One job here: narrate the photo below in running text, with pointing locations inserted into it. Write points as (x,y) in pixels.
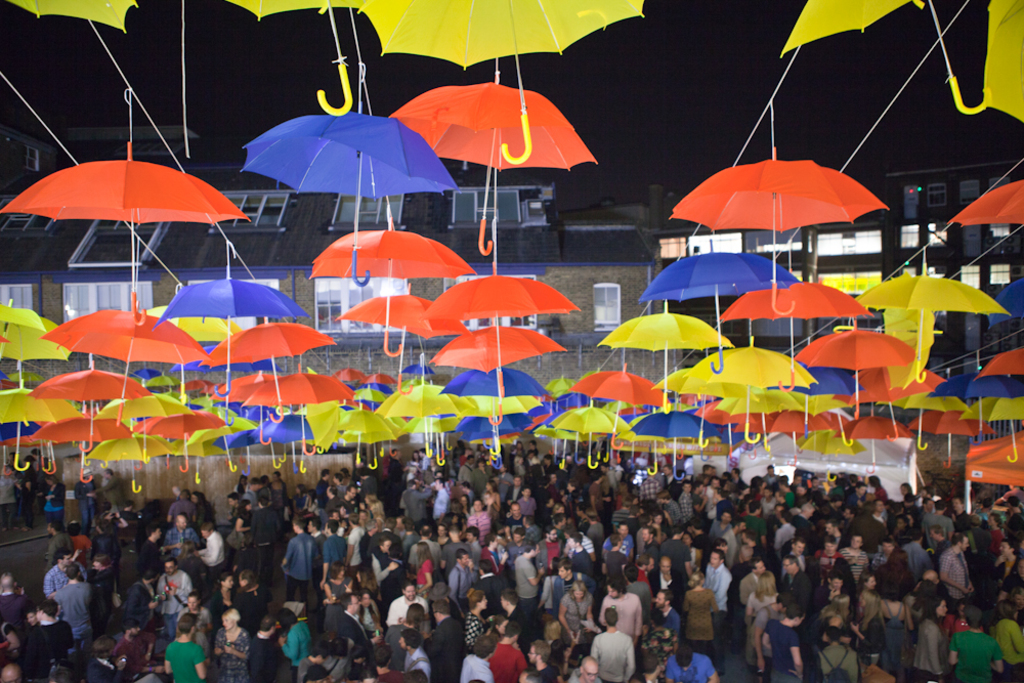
In this image, there are some people (994,538) standing, there are some umbrellas (720,351) which are in yellow, orange and blue color at the top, at the background (521,274) there are some homes (605,259).
